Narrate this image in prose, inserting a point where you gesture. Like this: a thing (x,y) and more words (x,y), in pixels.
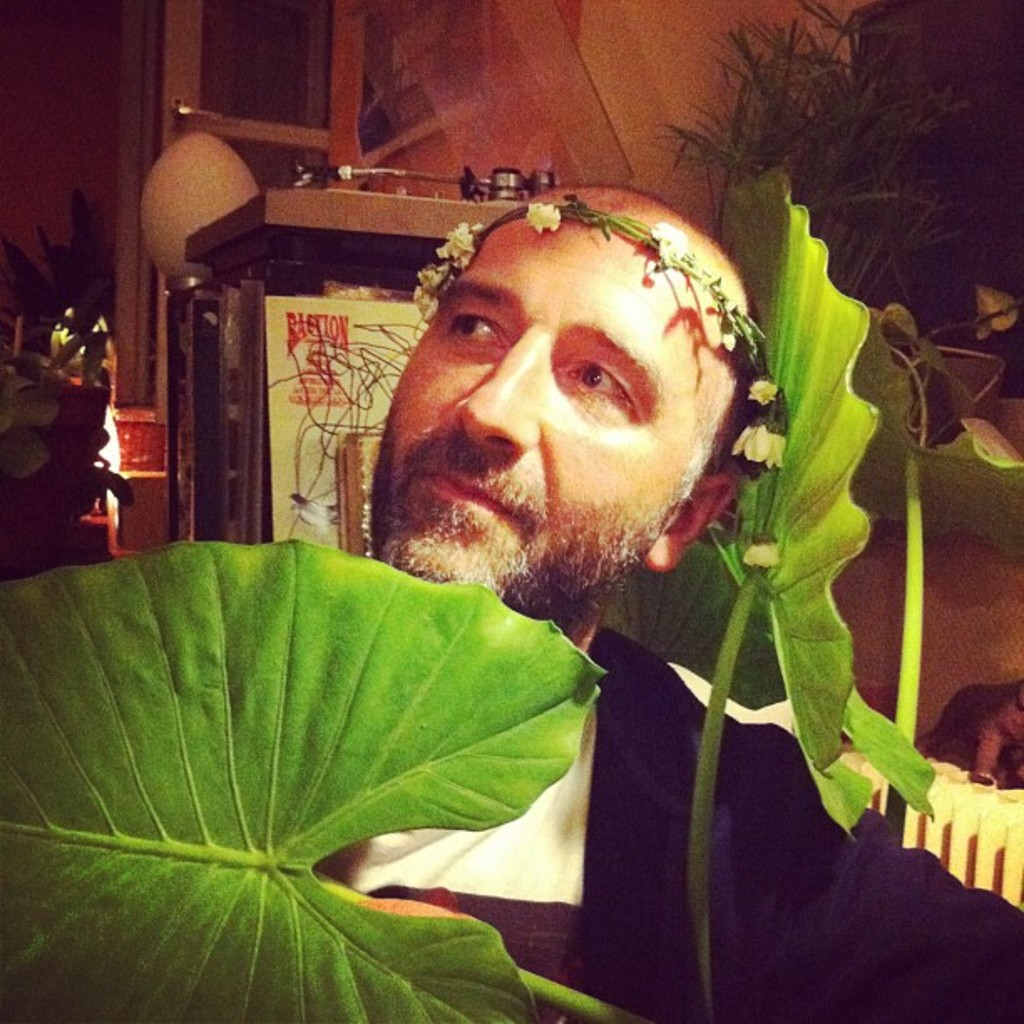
In this picture we can see a person (515,836), side we can see some leaves (504,708), behind we can see a board (321,342).
